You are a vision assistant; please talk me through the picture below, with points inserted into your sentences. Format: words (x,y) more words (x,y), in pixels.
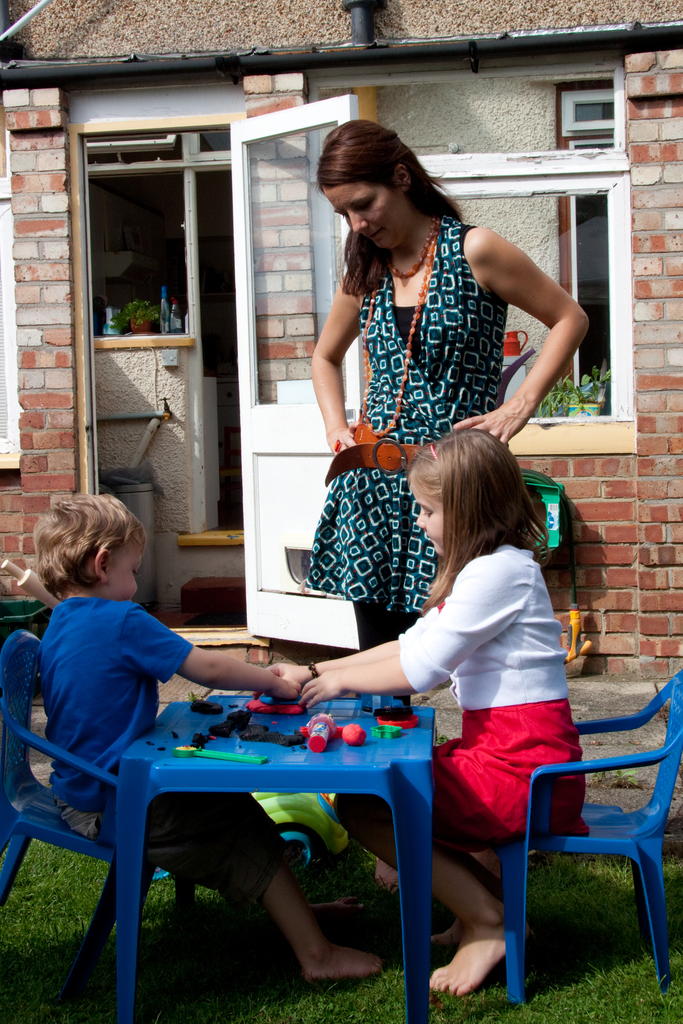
This image is clicked outside the house (170,348). There are three people (249,683) in this image. Two (163,827) are sitting and one person (505,240) is standing. In the front (301,785), there is a table (315,754), on which some toys (277,744) are kept. To the right (526,788), the girl (533,718) is wearing white shirt (482,701) and red skirt (455,815). To the left (98,723), the boy (77,677) is wearing blue t-shirt (112,656). In the background (294,87), there is a house (184,107), door (184,122), window (571,107), and bricks wall (635,551).
